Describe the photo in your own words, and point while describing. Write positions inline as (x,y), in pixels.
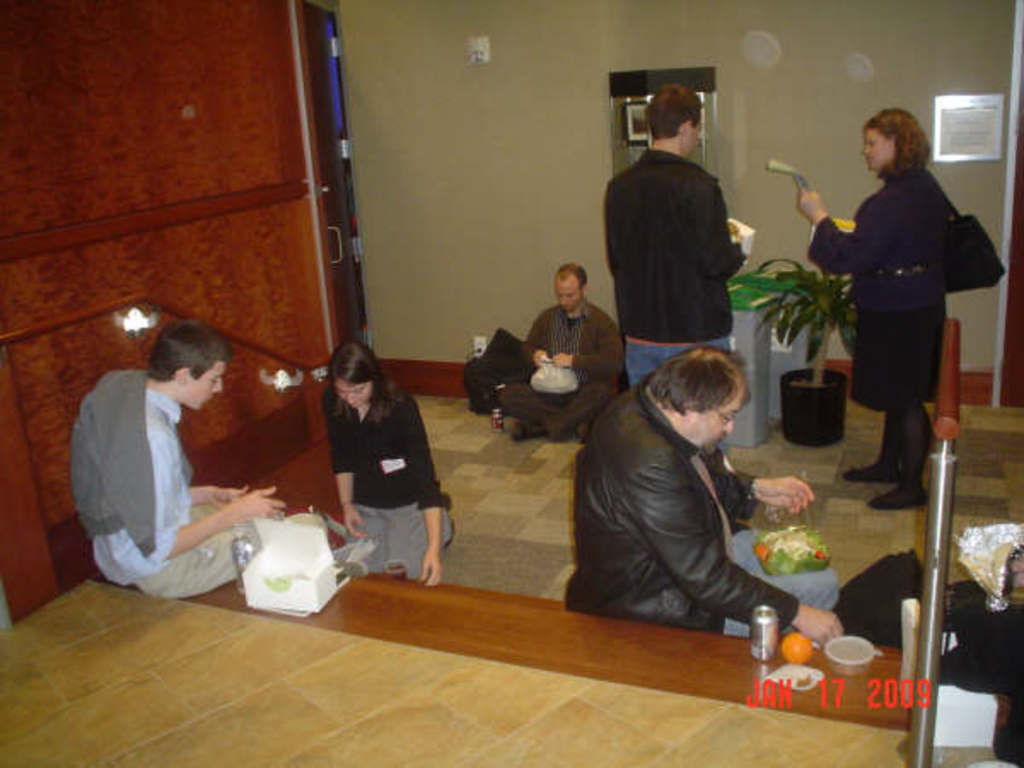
In this image there are three people (249,494) seated on stairs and having food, in front of them there are two other people (677,267) standing, holding some objects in their hand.
